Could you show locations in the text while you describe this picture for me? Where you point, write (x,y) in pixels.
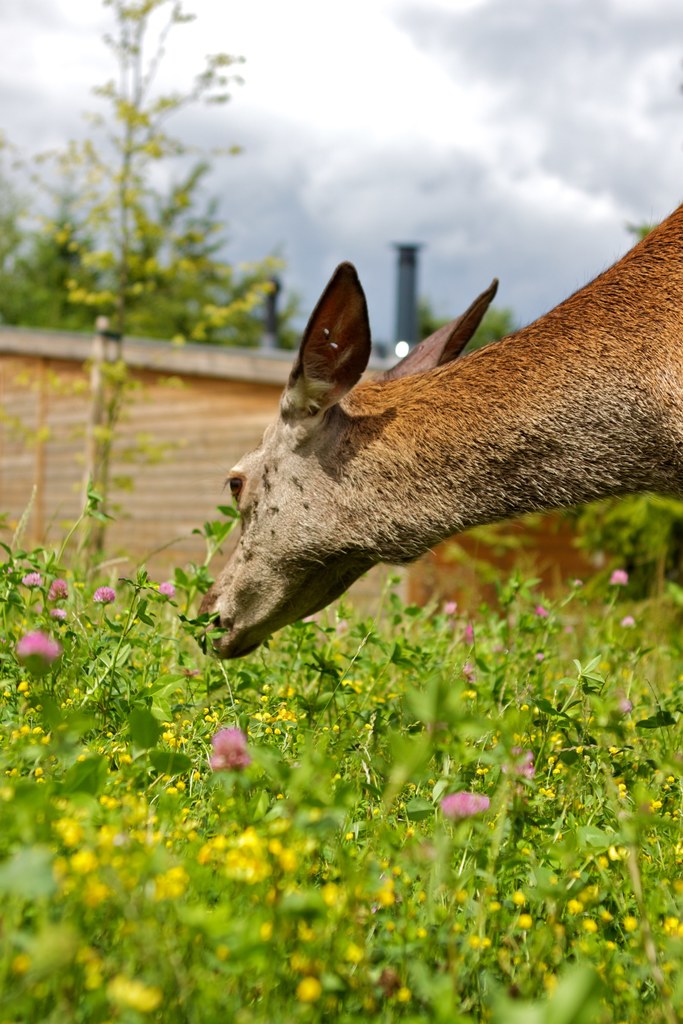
At the bottom (361,715) there are flower plants (266,769), in the middle (314,485) it is the head (363,559) of an animal (508,384). At the top (391,188) it is the cloudy sky (363,148).
